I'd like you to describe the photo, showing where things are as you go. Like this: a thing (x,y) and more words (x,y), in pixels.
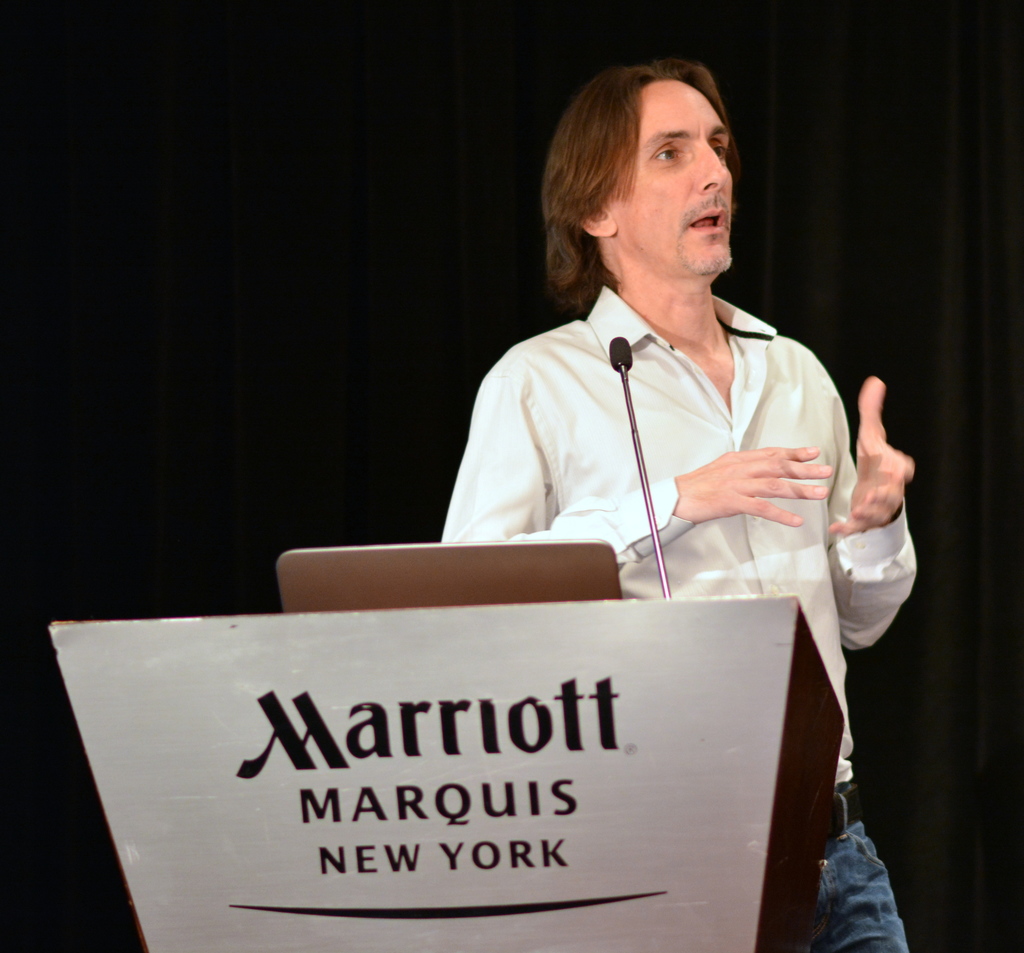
In this image there is a podium (405,800) on which text (446,799) is written, there is an object (414,584) on the podium (382,707), there is a microphone (628,369), there is a person (695,328) talking, the background of the image (327,10) is dark.
